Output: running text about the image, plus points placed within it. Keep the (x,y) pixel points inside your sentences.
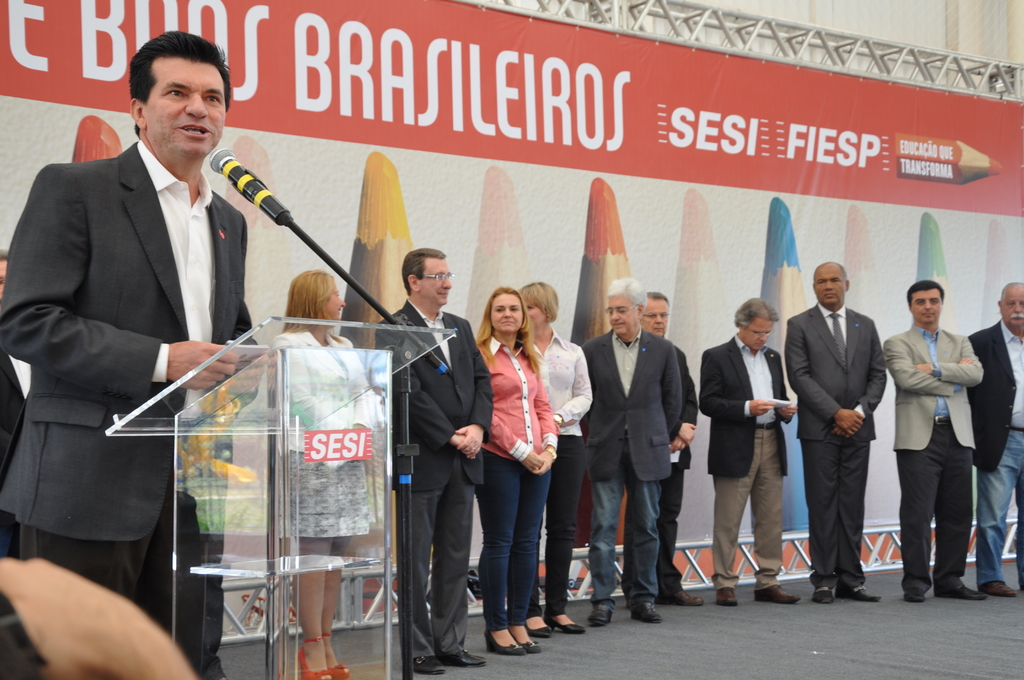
In this image there are a group of people (975,365) who are standing, on the left side (133,379) there is one person (168,248) who is standing and he is talking. In front of him there is podium (331,387) and mic (287,217), and in the background (756,141) there are some boards (749,59) and some towers (932,70). On the boards (761,172) there is text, at the bottom (860,617) there is floor (676,651).
